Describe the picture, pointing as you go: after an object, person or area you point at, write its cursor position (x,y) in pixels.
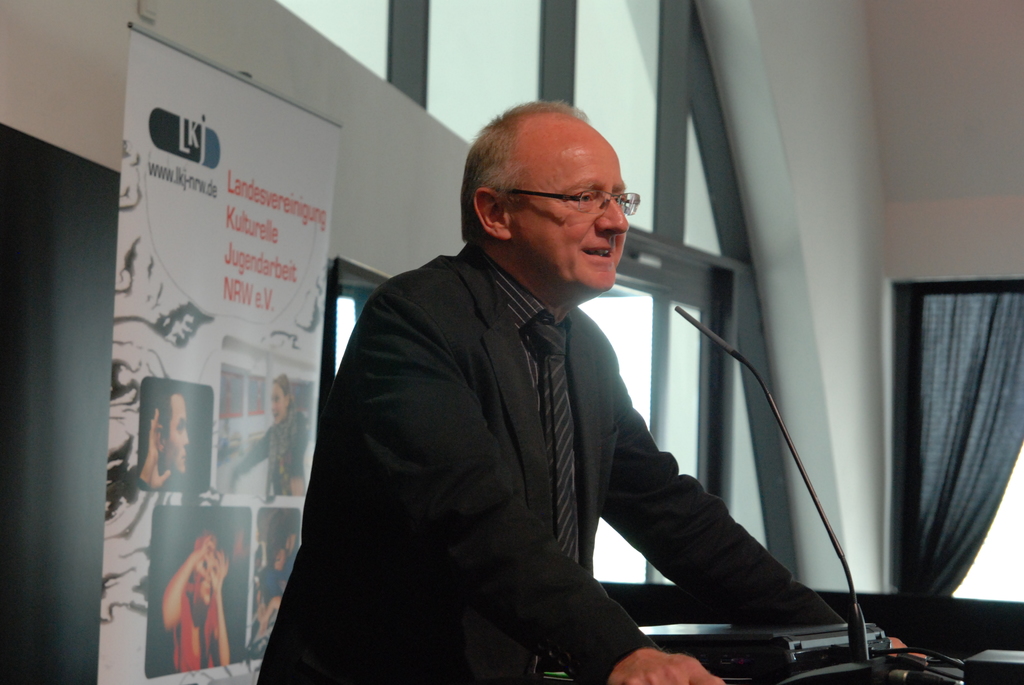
In this image there is a person (458,581) standing in front of the table (889,651). On the table (940,654) there is a mic (860,632) and few other objects (795,643), behind the person (513,230) there is a banner (205,549) with some images (192,449) and text (230,271) on it, there is a wall (456,147) with windows (686,350) and there are curtains (971,388).
